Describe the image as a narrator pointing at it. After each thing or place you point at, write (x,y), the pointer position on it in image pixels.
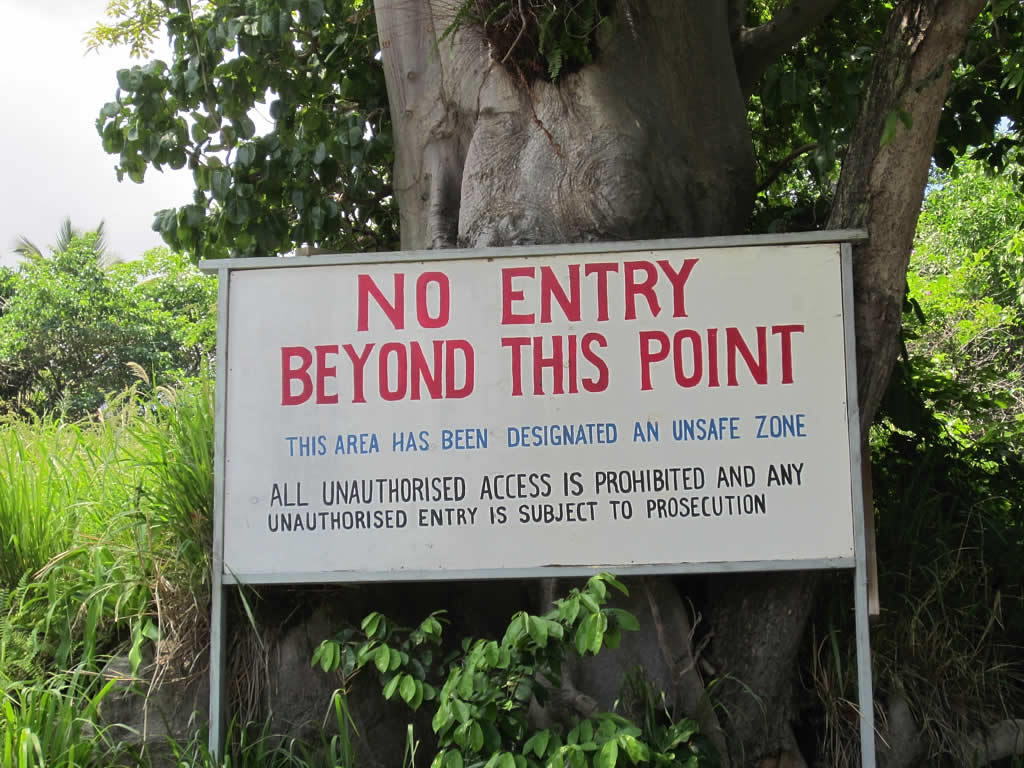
In this picture we can see a name board (853,558) and we can see trees (882,300), sky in the background (813,619).
